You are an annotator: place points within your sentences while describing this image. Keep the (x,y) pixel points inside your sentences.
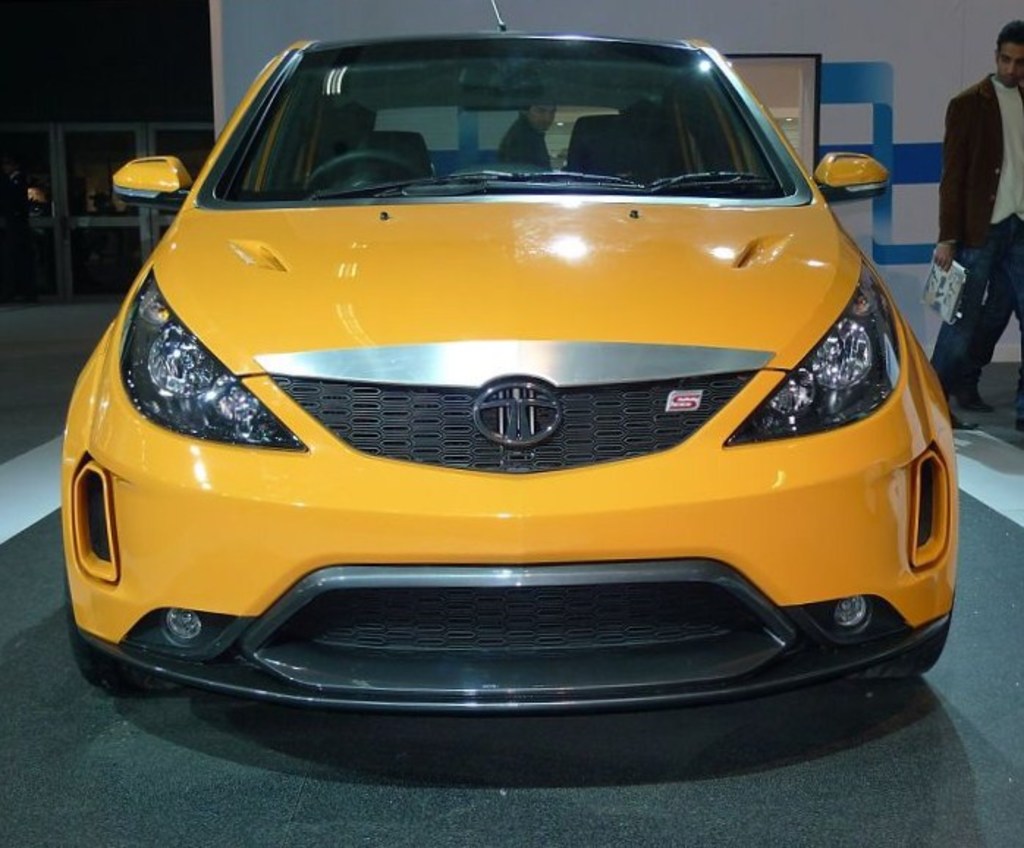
This picture shows a car (766,510) in the showroom (322,820). It is orange in color and we see a man (966,255) standing and holding papers (953,278) in his hand (941,261) and we see a wall (872,74) on the back (897,111).
